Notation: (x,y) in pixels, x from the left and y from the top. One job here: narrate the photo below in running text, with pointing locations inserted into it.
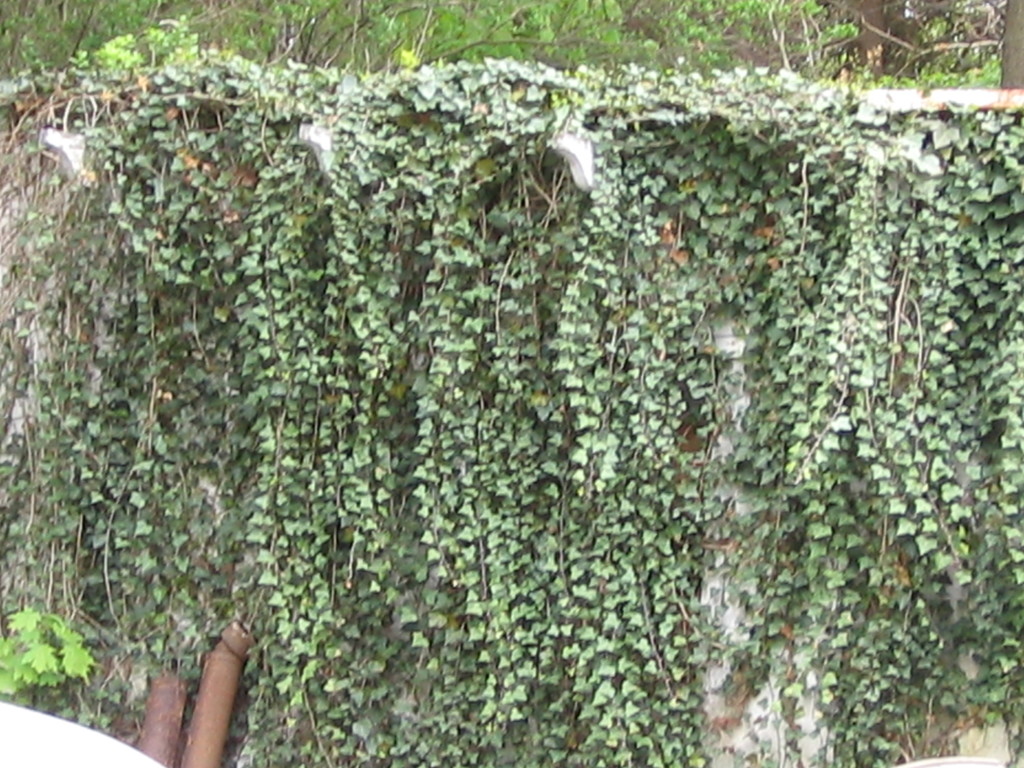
In this picture I can see plants (603,329) and some other objects (203,700) over here.
